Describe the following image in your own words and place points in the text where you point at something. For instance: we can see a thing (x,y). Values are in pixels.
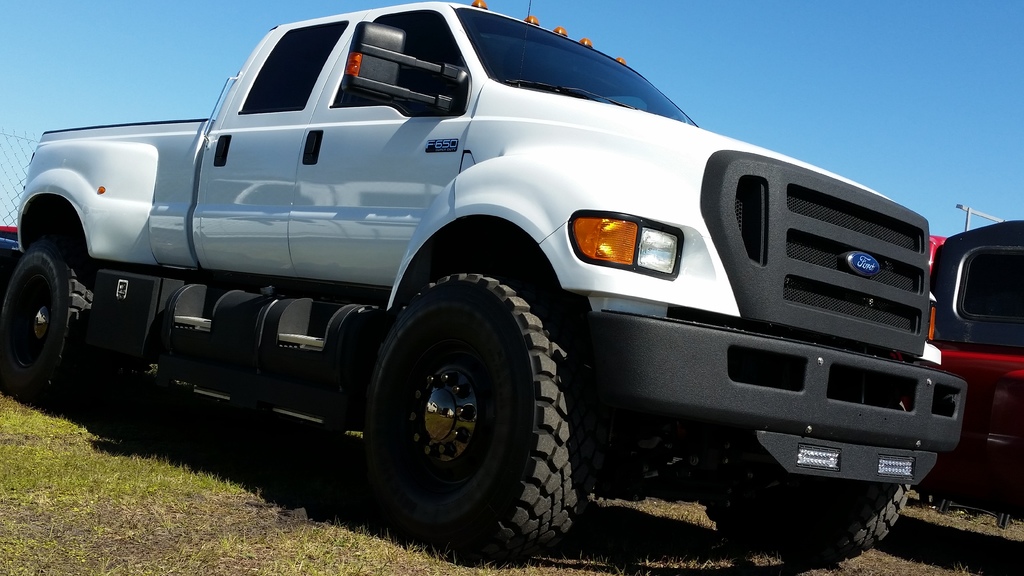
In this picture there are vehicles (321,313). On the left side of the image (6,201) there is a fence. At the top (941,82) there is sky (949,1). At the bottom (232,495) there is grass (281,489). There is a text (857,258) on the vehicle (833,205).
